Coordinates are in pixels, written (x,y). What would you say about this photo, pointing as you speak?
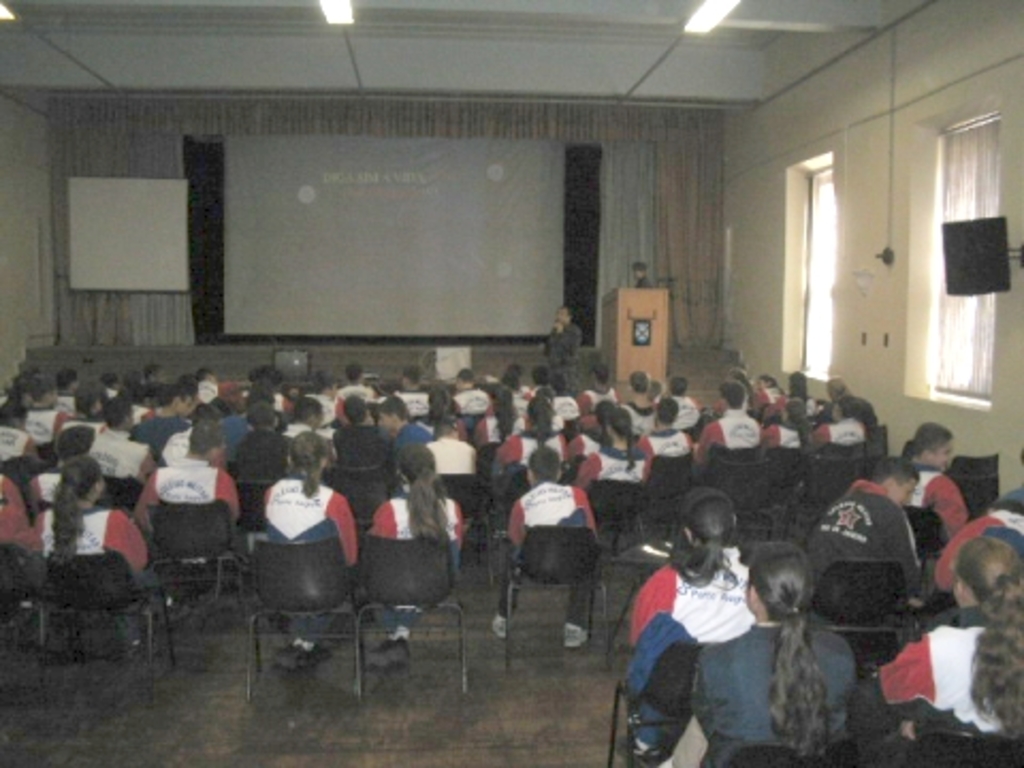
In this image There are people (140,468), chairs (863,467) in the foreground (783,629). There is a floor (270,669) at the bottom (21,731). There are walls (754,345), windows (996,166) and television (945,283) in the right corner (882,325). There is a curtain (88,109) in the background (93,330). There are lights (7,11) on roof (57,11) at the top (22,11).
